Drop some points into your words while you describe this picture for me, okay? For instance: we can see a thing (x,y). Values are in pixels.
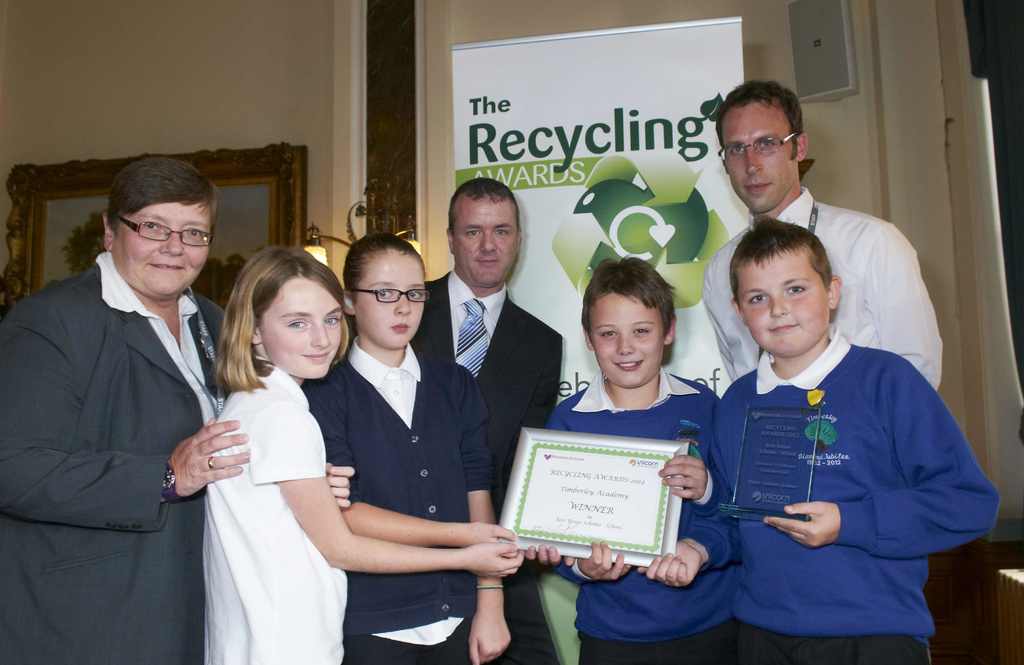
In the image there are a group of people (495,311) standing in the foreground (515,319) and few of them are holding a certificate (539,477) together, in the background (520,203) there is a banner (509,168) and behind the banner (625,222) there is a wall (391,127), lamp (332,241) and a photo frame (245,169).
